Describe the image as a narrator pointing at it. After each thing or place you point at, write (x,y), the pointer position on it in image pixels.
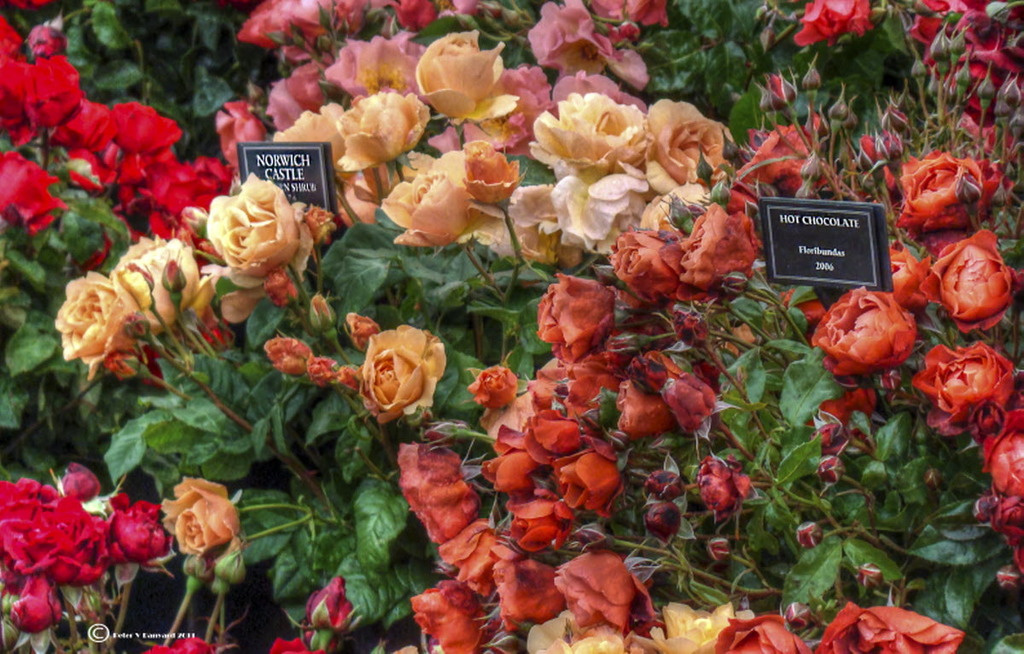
There are different colors of roses (593,127) presenting in this picture.
